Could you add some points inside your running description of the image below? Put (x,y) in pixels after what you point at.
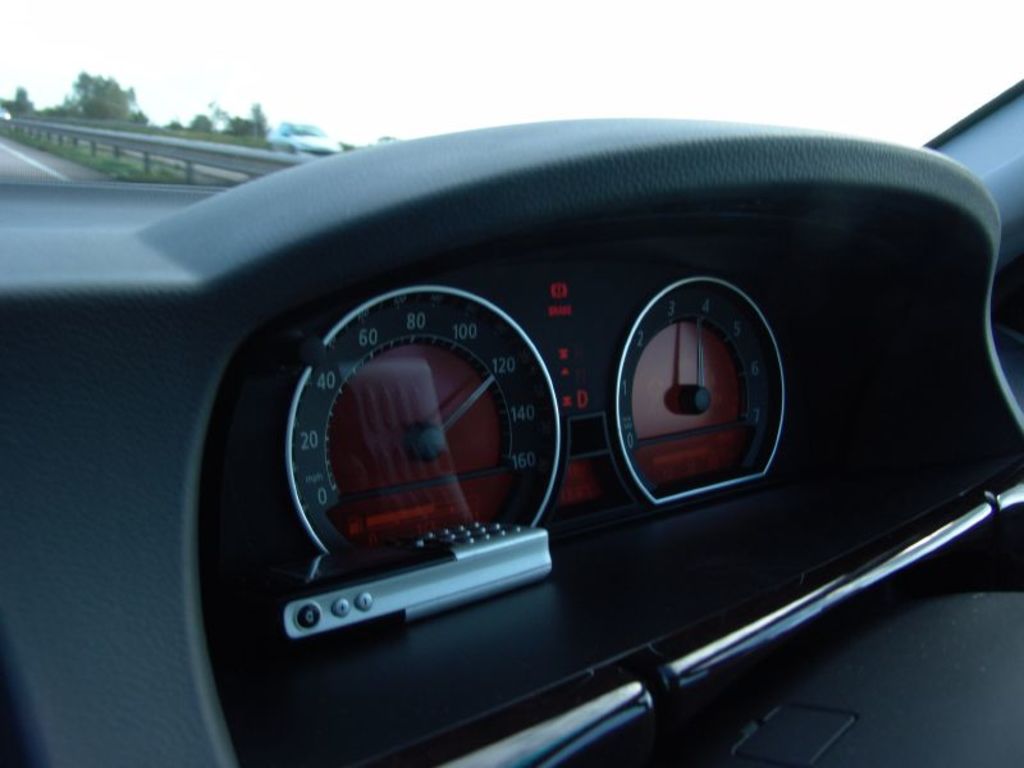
In front of the image there is a speedometer (531,428), on the speedometer (414,501) there is a mobile (434,542), behind the speedometer (424,398) there is a windshield (171,108), from the windshield (170,79) we can see the road (39,179), metal rod fence (109,130), trees (71,110) and a car (288,127).
